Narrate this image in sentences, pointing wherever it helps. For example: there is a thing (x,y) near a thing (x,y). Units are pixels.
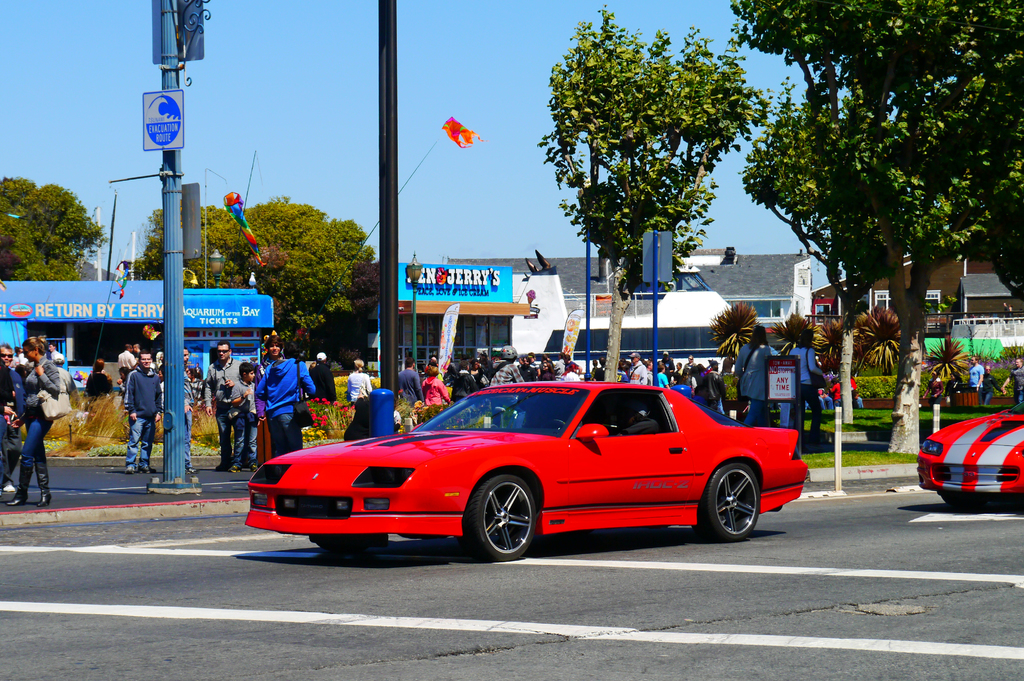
In this image there are some cars (491,539) riding on the road (452,562), beside that there are people (1016,381) standing and also there are some electrical poles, buildings (471,351) and trees (933,122).
